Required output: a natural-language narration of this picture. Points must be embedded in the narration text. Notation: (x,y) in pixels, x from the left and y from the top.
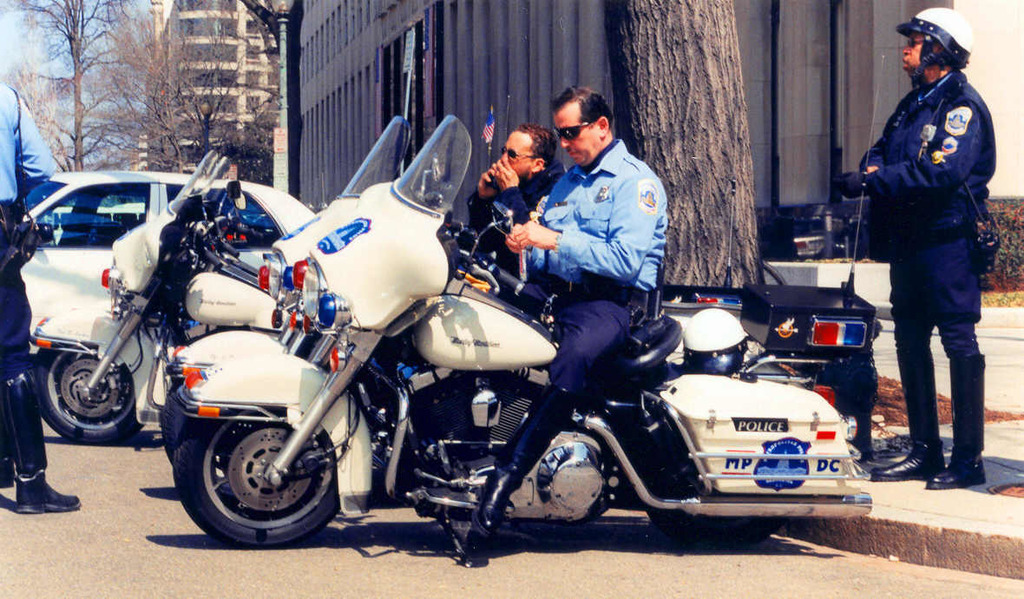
There are two persons (569,138), who are sitting on the white color bikes (714,397), which are parked aside on the road (286,555). On the right side (957,94), there is a person (952,79) standing on the footpath (980,489), near a tree (727,173). On the left side (39,442), there is a person (41,470) standing on the road (65,491). In the background (51,192), there are vehicles (54,198) parked on the road (74,463), there are buildings (243,50), trees (154,44) and there is a blue sky (39,70).
